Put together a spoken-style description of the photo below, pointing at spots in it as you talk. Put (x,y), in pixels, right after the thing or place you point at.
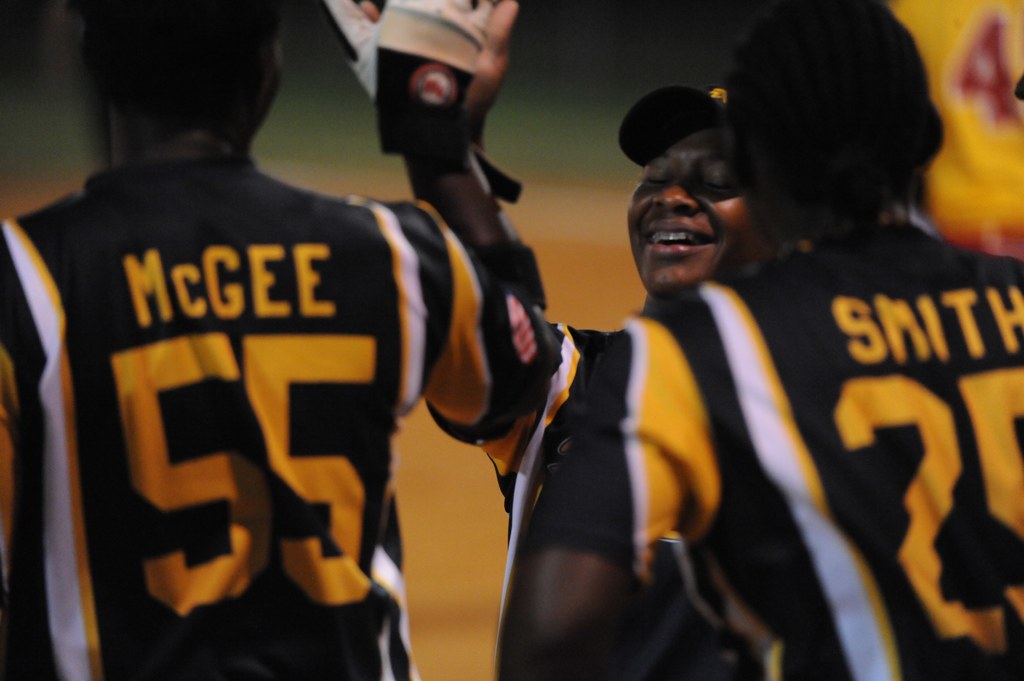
This image is taken outdoors. In the background (343,143) there is a ground (560,296). In the middle of the image (541,331) there are a few men (588,626). They have worn T-shirts (782,377) with a text (230,453) on them.
